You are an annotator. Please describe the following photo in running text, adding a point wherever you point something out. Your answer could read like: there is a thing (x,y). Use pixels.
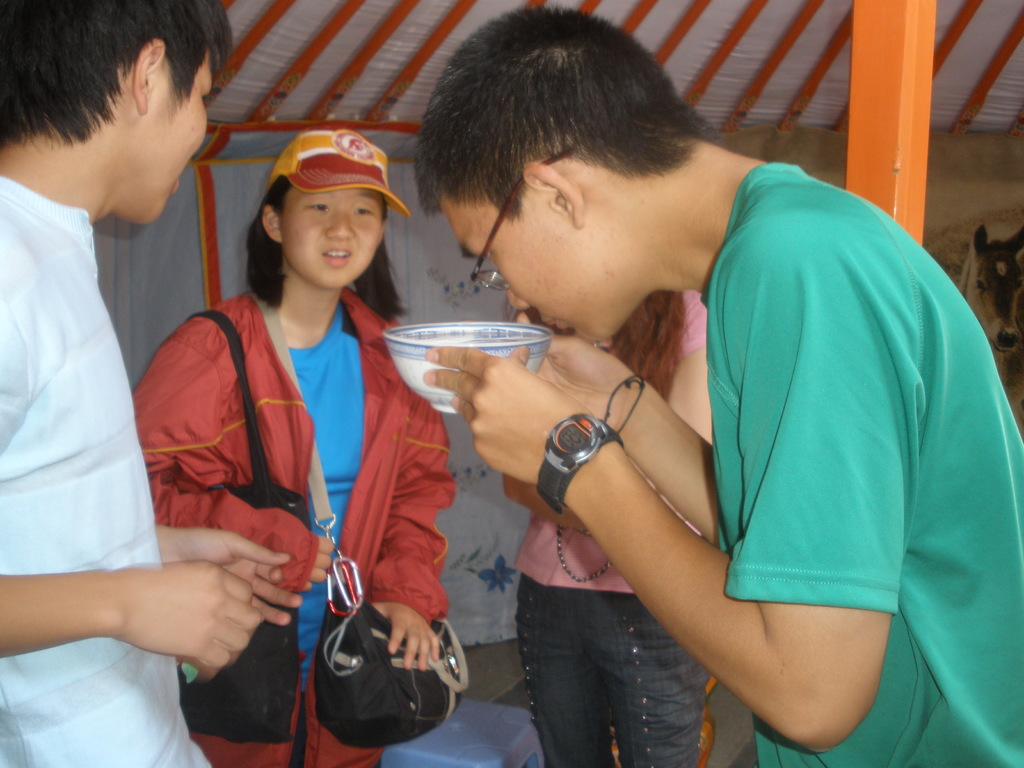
In this image, we can see a person (490,360) holding a bowl (460,347). Beside him, we can see three persons (653,678) standing. In the middle of the image (352,424), we can see a woman (306,271) wearing bags (336,653) and a cap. On the right side of the image (881,74), there is a pole (879,88). In the background (499,618), we can see a tent (499,618).
